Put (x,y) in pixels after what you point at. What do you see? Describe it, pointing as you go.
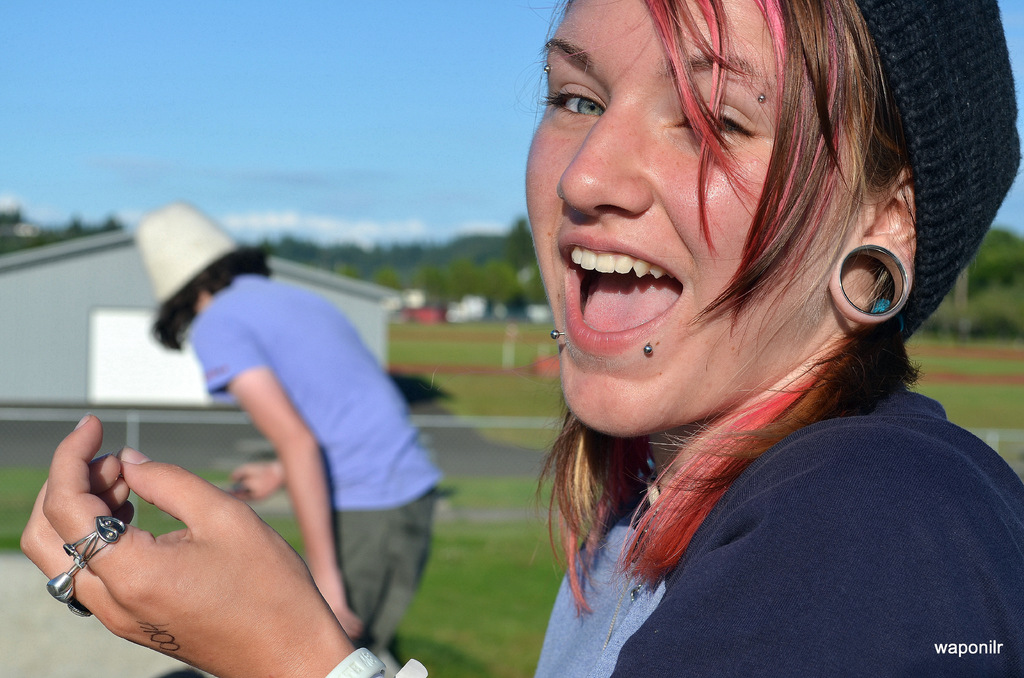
In this image we can see a woman (664,374) is standing, and smiling, in front here a person (274,428) is standing, here is the grass (475,553), here are the trees (389,275), at above here is the sky (254,152).
